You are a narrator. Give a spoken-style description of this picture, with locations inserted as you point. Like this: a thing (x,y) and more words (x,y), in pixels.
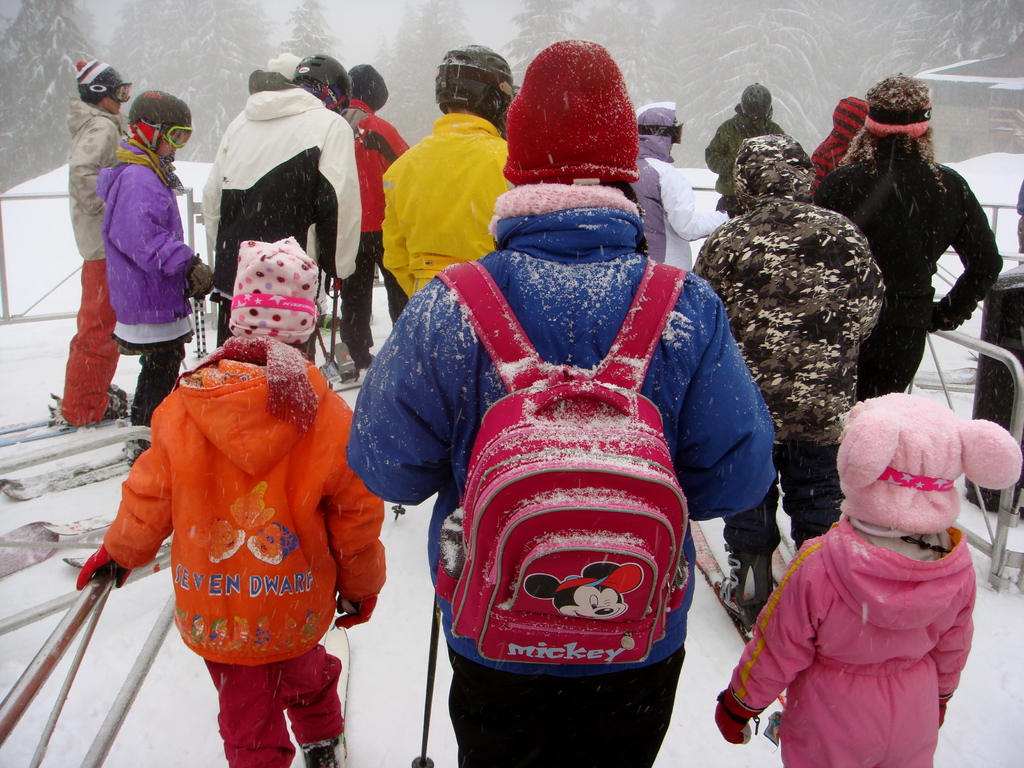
In this picture I can see group of people (869,309) with skiboards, they are holding ski poles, there is snow (982,200), and in the background (252,50) there are trees (645,77).
